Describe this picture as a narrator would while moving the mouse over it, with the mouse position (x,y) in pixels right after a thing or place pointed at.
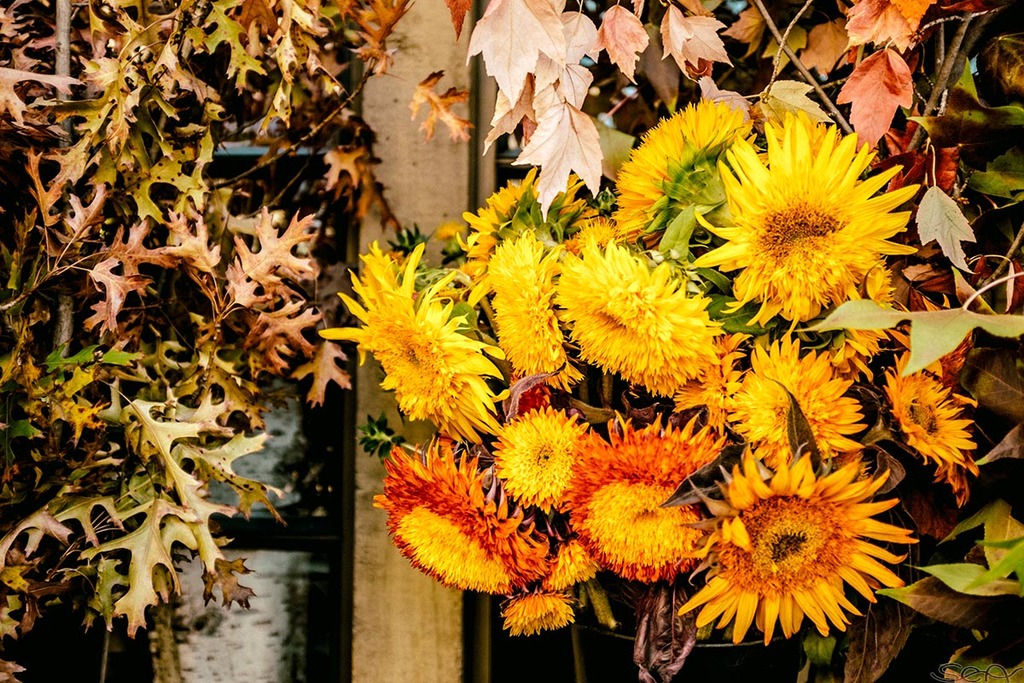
In this image, I can see a bunch of flowers (543,488), which are yellow in color. These are the leaves (263,283). In the background (365,641), that looks like a wooden pillar (384,610).
